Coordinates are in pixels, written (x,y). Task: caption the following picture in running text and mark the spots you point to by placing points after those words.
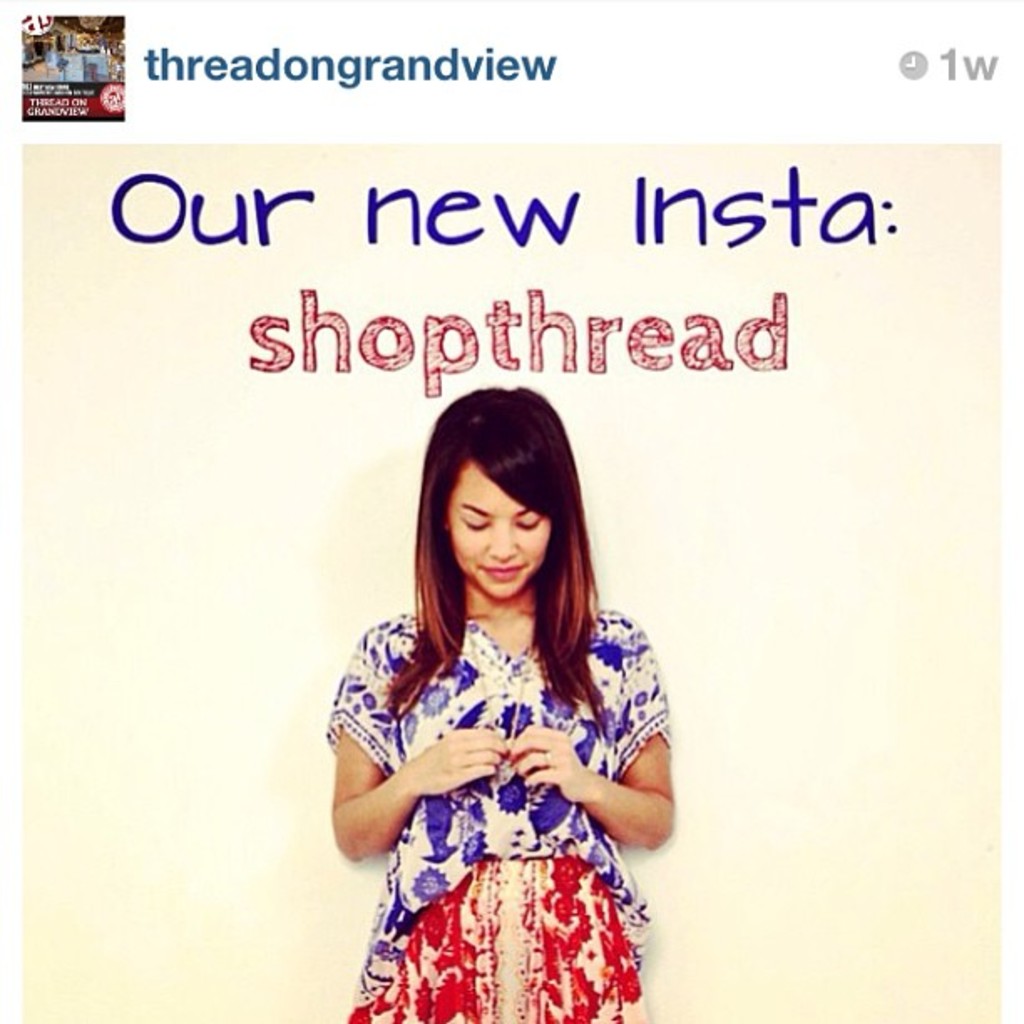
In this picture, we can see a poster (421,789) of a person (601,843), and we can see some text (791,193) and image (61,62) on the top side of the picture (232,72).
